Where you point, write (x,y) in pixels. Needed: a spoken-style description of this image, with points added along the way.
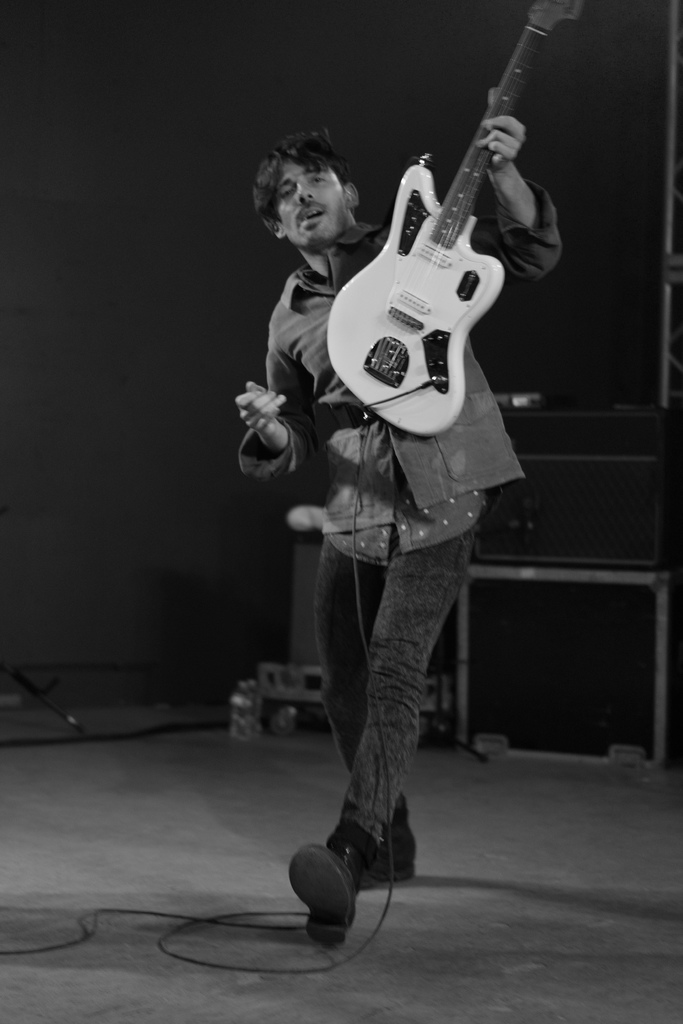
In this image I can see a man (512,249) is standing and holding a guitar (432,288).
